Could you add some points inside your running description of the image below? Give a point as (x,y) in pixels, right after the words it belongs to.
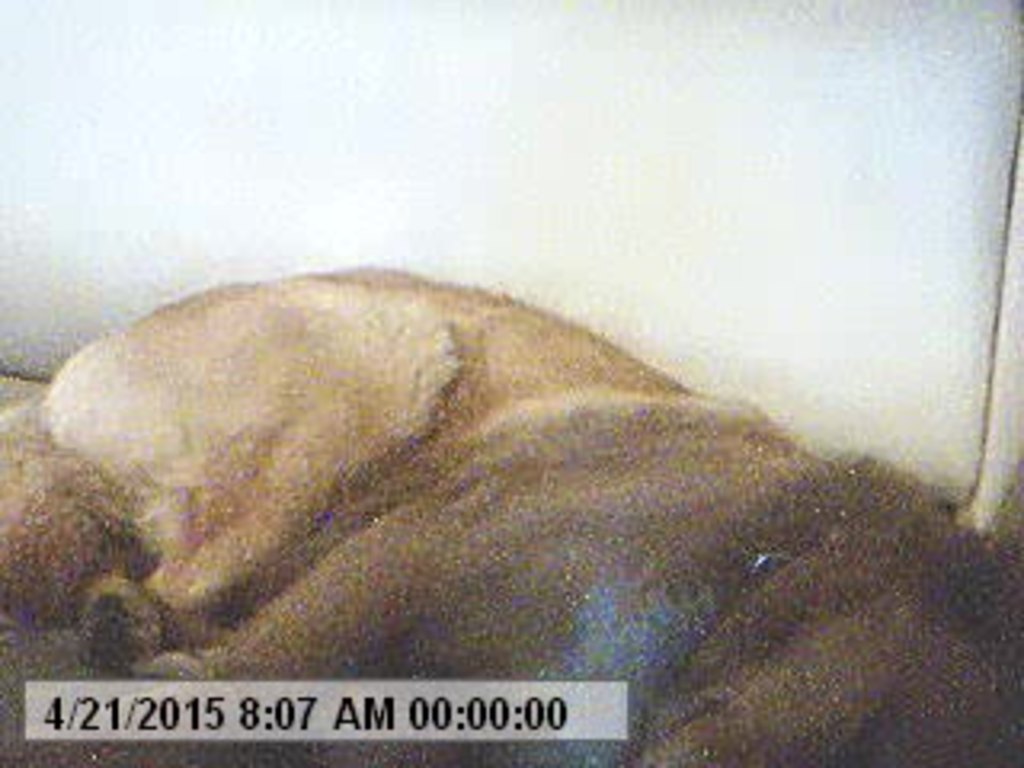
In the foreground of this image (579,621), it seems like an animal (347,598) lying on the ground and the background (396,113) image is white in color.
